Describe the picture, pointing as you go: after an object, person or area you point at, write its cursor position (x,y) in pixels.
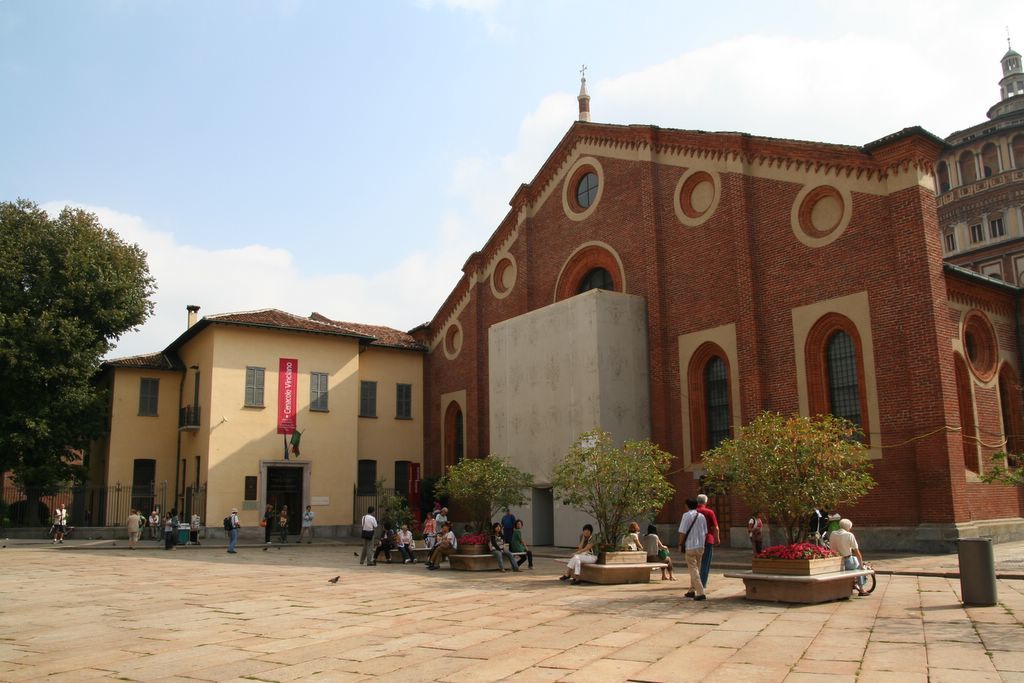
In this image I can see few people (708,544) standing on the ground (713,563) and few persons (448,527) sitting on benches (462,560) around the trees (488,500). I can see few trees (567,479) and few buildings (678,376) which are brown and cream in color. In the background (961,147) I can see a building (957,187), few trees (99,251) and the sky (291,137).
